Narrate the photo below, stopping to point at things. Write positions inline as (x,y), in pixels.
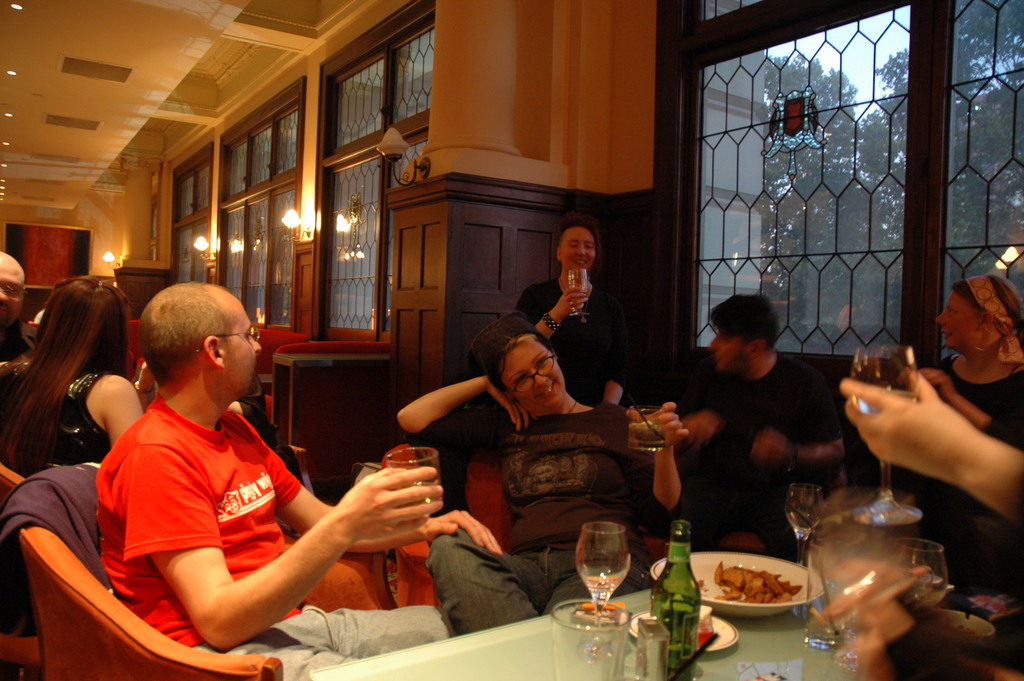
there are many people (510,582) sitting on a chair (4,489) in front of a table (623,600) in which there are many items (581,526) present on the table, through window (819,219) we can see trees (894,130) and clear sky (866,80).
